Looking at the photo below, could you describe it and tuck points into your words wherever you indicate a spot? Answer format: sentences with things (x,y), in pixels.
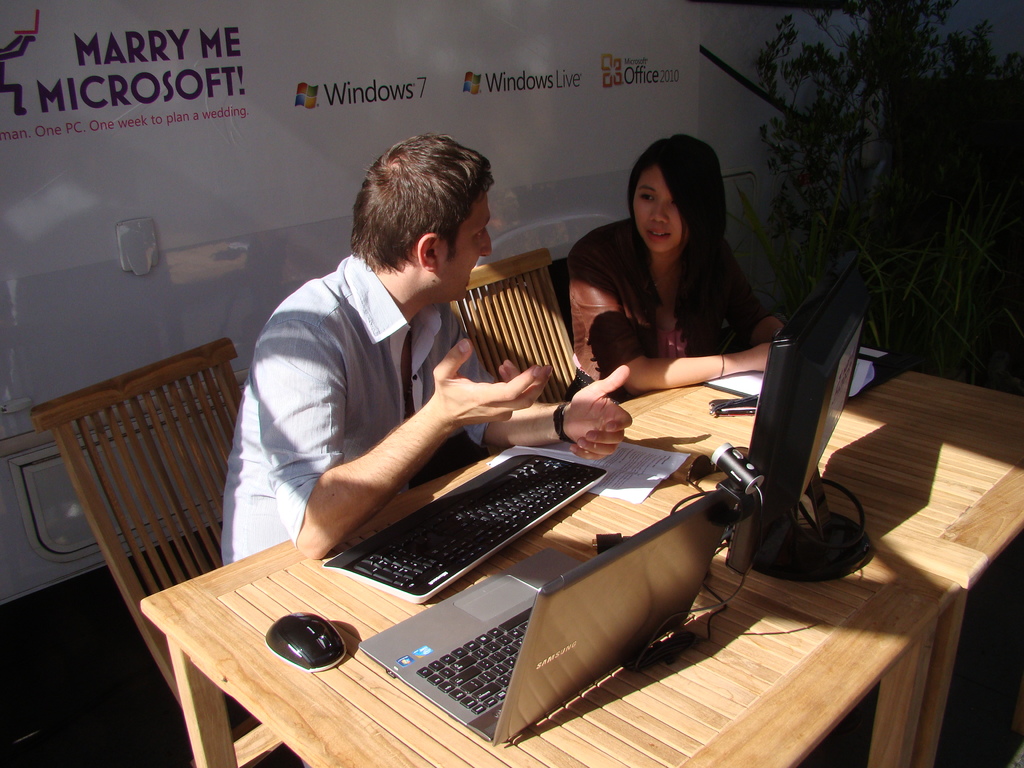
there is a man (257,444) and woman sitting beside each other talking in front of them there is the table (439,760) with the computer (822,321) and laptop (491,687) in it.
